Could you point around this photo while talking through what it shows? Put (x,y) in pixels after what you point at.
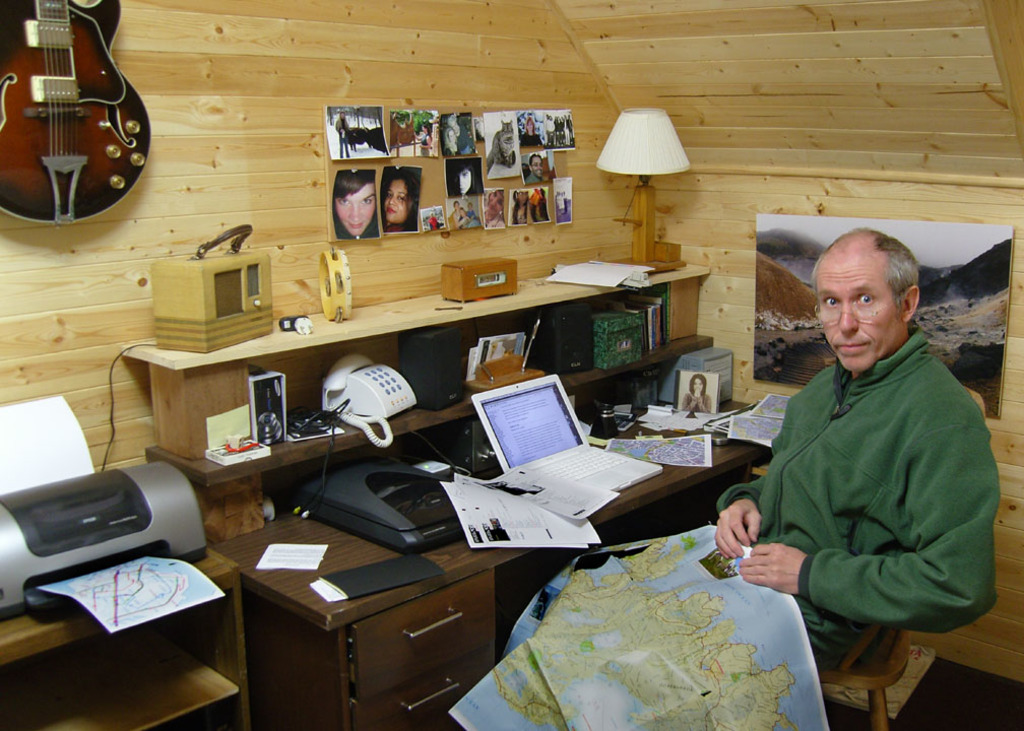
This is the picture of a room (201,13) where a man (892,255) is sitting in the chair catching a map (523,676) and at the cupboard (370,679) we had a frame (714,397), papers (699,427), laptop (496,398), printer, book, land line phone (392,401), pen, lamp (642,250), meter (474,274), radio (261,260) and there are some photo frames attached to the wood (305,64), a guitar (69,220) attached to the wood (864,24), lamp (626,125) at the cupboard (323,574).
